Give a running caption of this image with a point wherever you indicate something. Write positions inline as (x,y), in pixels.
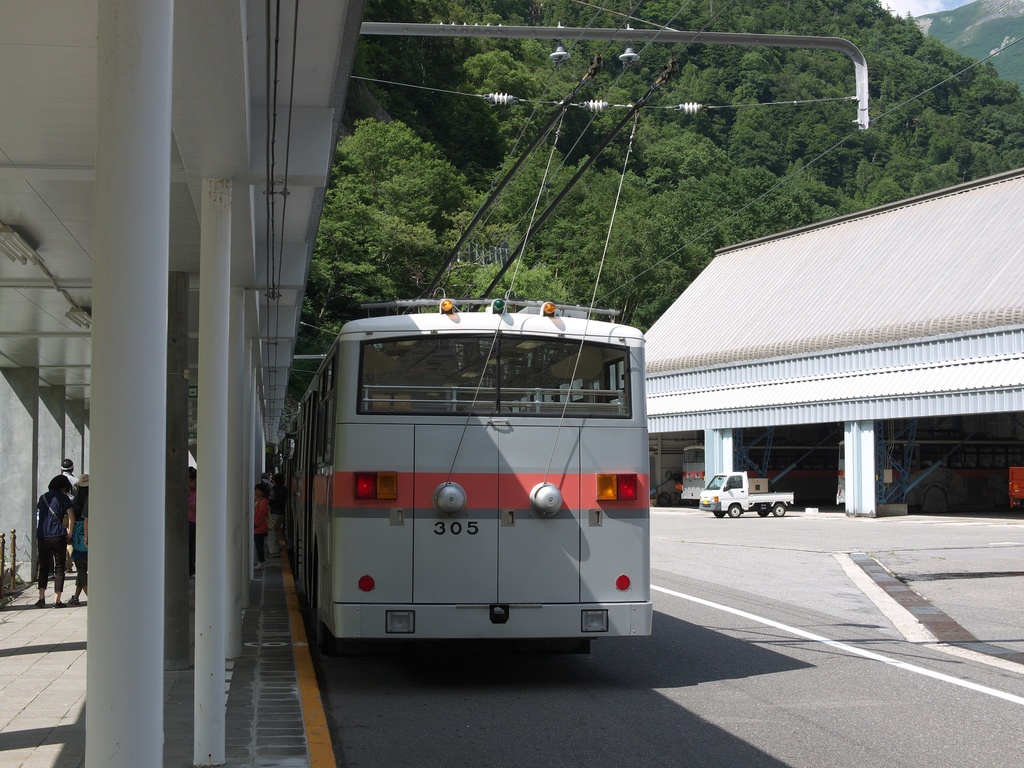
In the picture we can see a road (810,688) on it, we can see a bus (620,610) at the top of it, we can see some wire connections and beside it, we can see a shed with some poles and pillars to it and under it we can see some people (43,519) are standing and opposite to it, we can see a shed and near it we can see some vehicle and in the background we can see a hill (442,229) with full of trees (488,159).
